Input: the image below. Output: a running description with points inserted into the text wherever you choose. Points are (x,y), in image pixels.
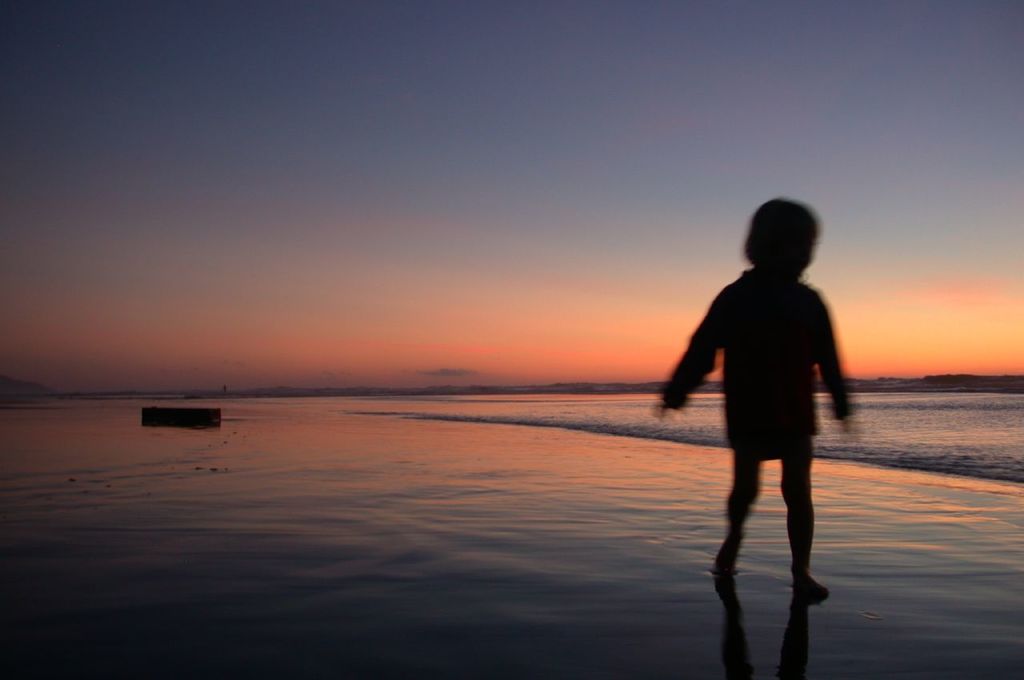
In this image there is a kid (799,423) standing at a beach (284,429).
